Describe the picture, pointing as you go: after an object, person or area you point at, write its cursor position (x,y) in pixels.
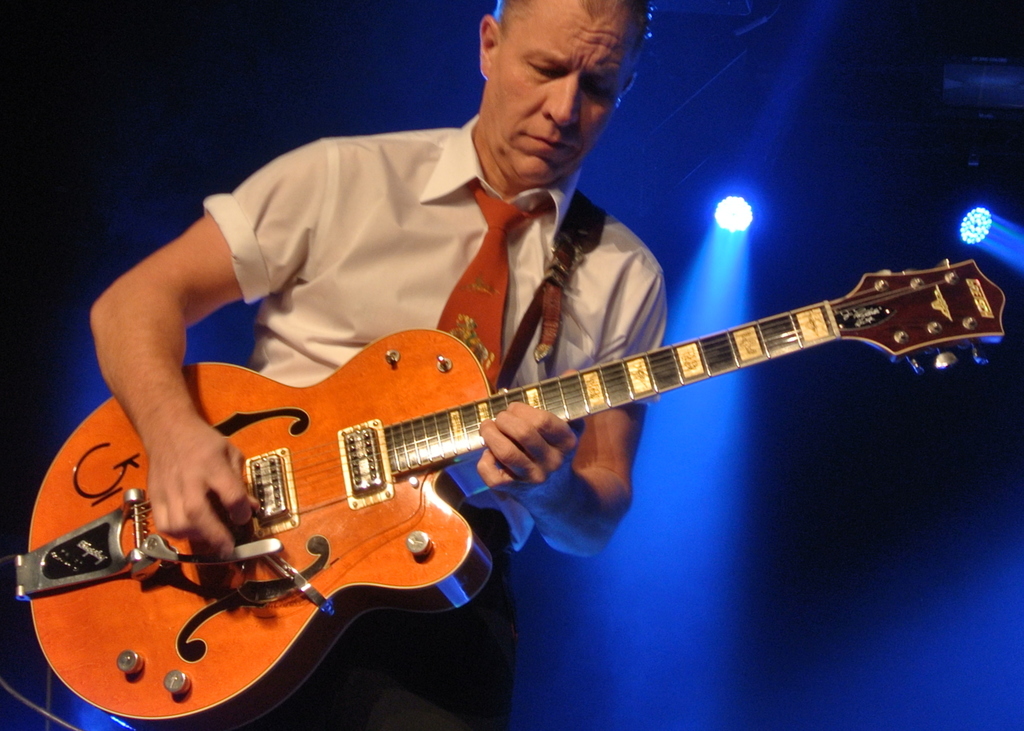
In this image there is a man (471,274) standing and playing a guitar (288,512). He is wearing a white shirt (446,266). In the background (983,235) there are lights (740,218).
